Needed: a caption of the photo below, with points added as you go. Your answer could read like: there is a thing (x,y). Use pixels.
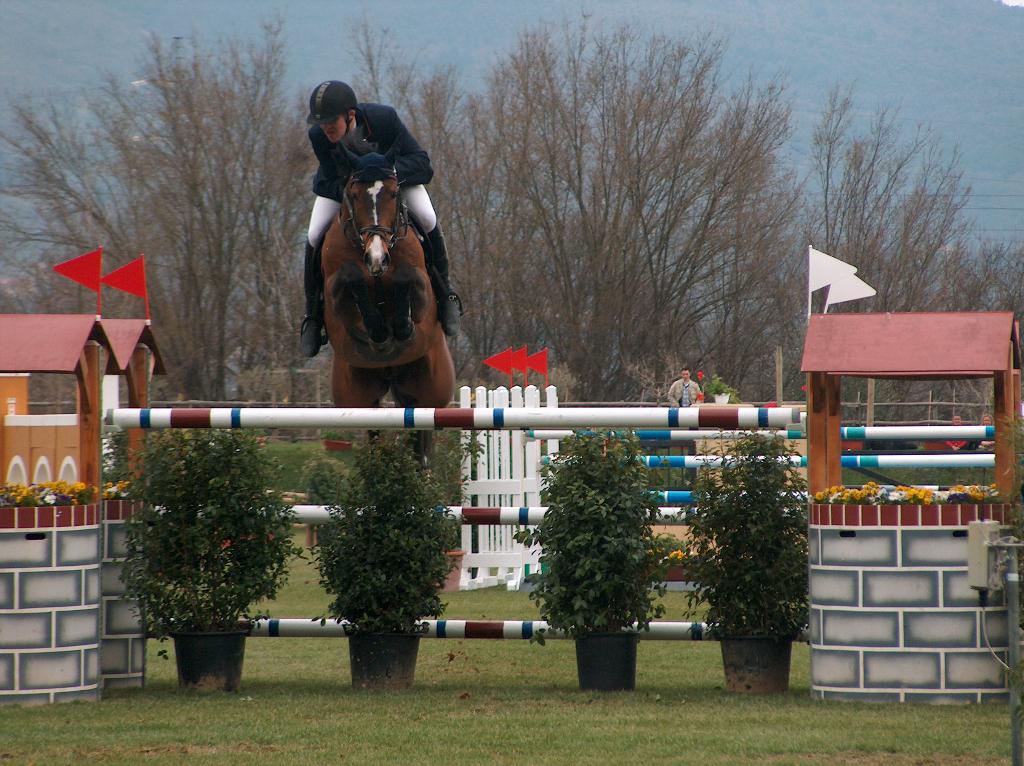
In this image we can see a man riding a horse (390,380). We can also see some poles (465,514), plants (444,526) in the pots (383,673), grass (392,733), some toy houses (42,543) with roof (123,348) and the flags (507,357), some plants (117,493) with flowers (106,491) and a fence (539,569). On the backside (760,345) we can see a group of trees (715,328), a person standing and the sky (656,42) which looks cloudy.
